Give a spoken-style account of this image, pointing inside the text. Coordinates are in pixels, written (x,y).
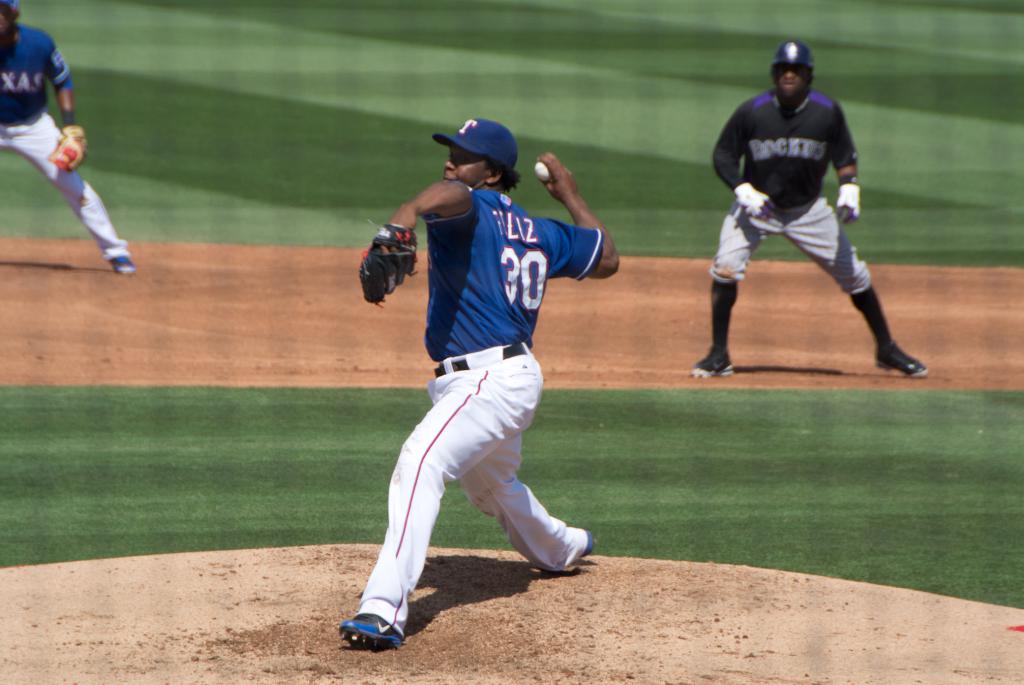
Here in the middle (430,249) we can see a person (442,393) standing in a ground (395,423), he is throwing a ball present in his hand (559,188) and he is wearing a cap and gloves (404,272) on him and behind him also we can see other people (61,101) standing in the ground (772,272) with helmets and gloves (744,207) on them over there.
